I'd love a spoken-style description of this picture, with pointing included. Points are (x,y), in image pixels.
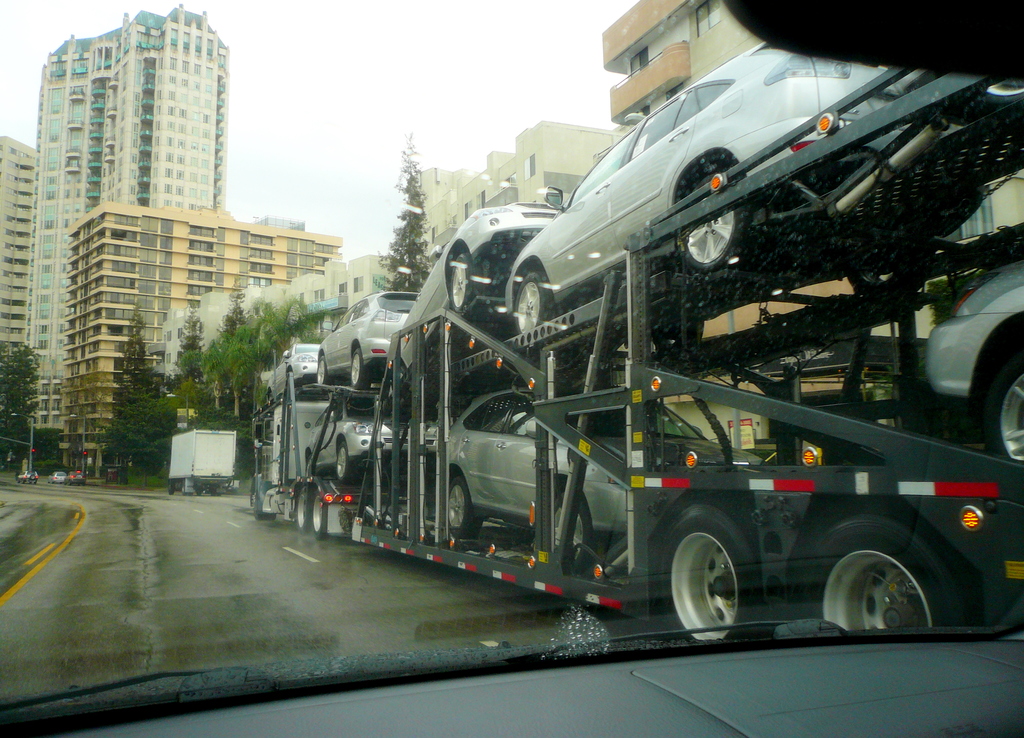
In this picture there are buildings (224,300) and trees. In the foreground (679,637) there are cars (369,352) on the truck (663,602) and there is a vehicle (419,717) on the road (366,631). At the back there are vehicles (19,476) on the road (192,636) and there is a pole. At the top (333,67) there is sky (341,66). At the bottom (131,609) there is a road (72,541).
